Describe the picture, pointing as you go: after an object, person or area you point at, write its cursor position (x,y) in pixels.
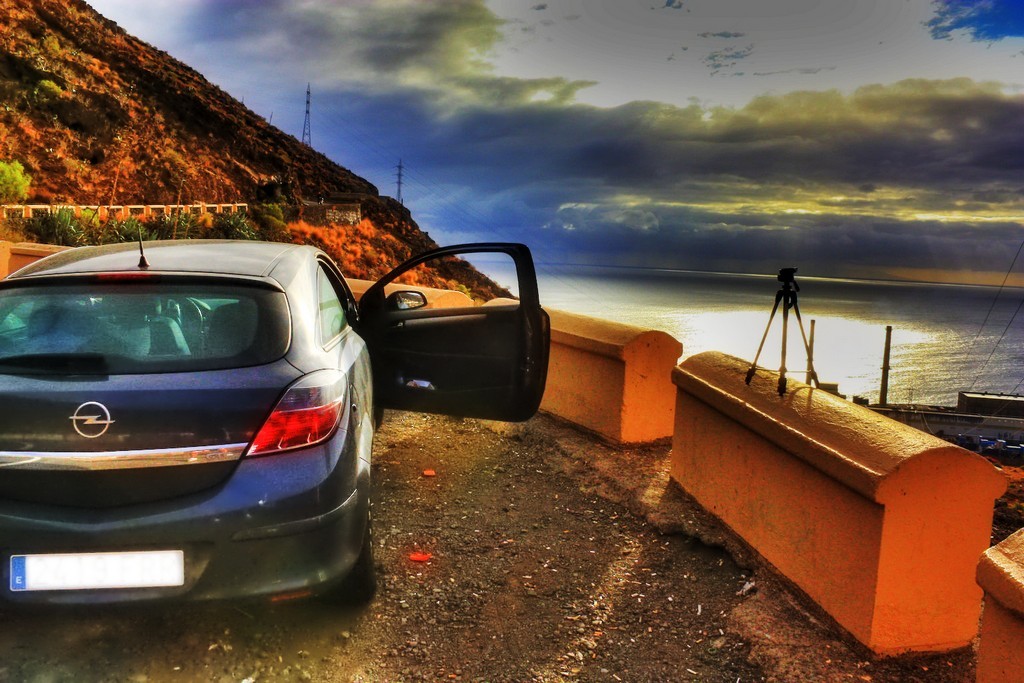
In this image there is a car (188,451) on the left side of this image (145,400) and there is a mountain (214,172) in the background (214,172). There is a Sea (640,309) on the right side of this image (735,303) and there is a camera (783,354) in the bottom right side of this image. There is a wall (733,431) in the bottom right side (789,464). There is a cloudy sky (701,172) on the top of this image (604,125). There are some towers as we can see on the mountains (240,124).
